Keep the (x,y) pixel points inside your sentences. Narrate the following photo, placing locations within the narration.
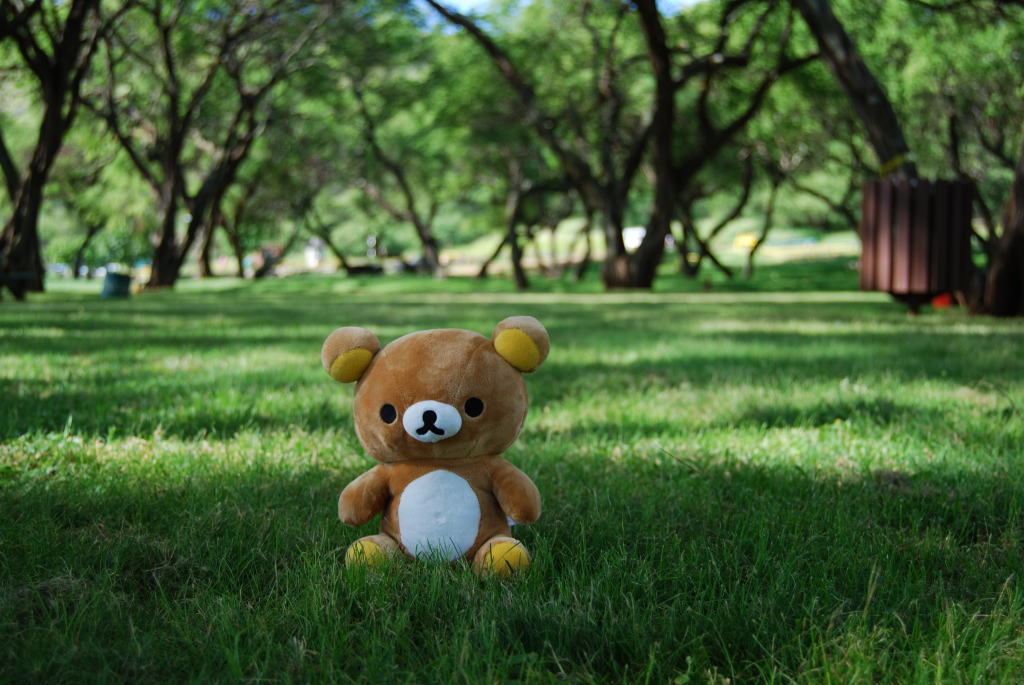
In this image I see a soft toy (471,428) over here which is of white, brown and yellow in color and I see the grass (3,386). In the background (13,261) I see number of trees (644,134) and I see the brown color thing (923,200) over here.
